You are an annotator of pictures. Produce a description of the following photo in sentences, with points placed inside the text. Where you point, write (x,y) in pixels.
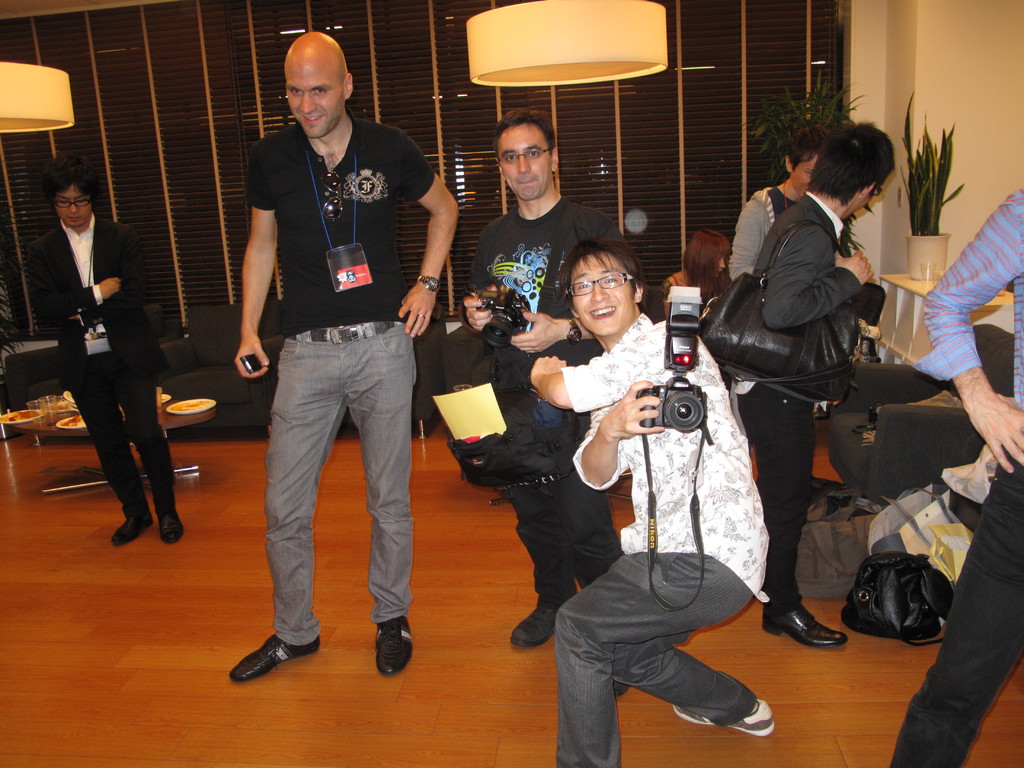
In this picture, we can see a few people (378,144) carrying some objects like camera (679,348), mobile phone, bags (810,389) and we can see the ground (509,620) with some objects (908,617) on it like, bags (845,565), sofa (898,409), table (196,421) and we can see some objects (36,404) on the table (79,437), we can see the wall (883,255), desk (918,341) with a plant (946,166) in a pot (914,251), we can see the window blind (604,213), lights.
